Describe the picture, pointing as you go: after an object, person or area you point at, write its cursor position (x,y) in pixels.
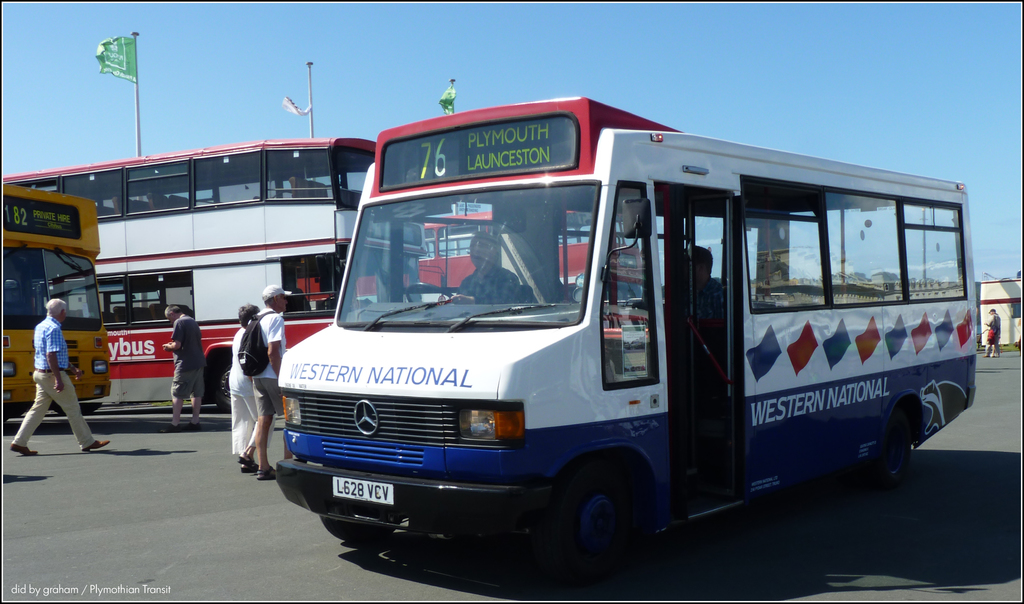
In this image we can see some buses (451,379) on the road (215,449). We can also see some people (189,431) walking. On the backside (172,80) we can see a building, some flags (130,70) to the poles (313,131) and the sky (821,151).
